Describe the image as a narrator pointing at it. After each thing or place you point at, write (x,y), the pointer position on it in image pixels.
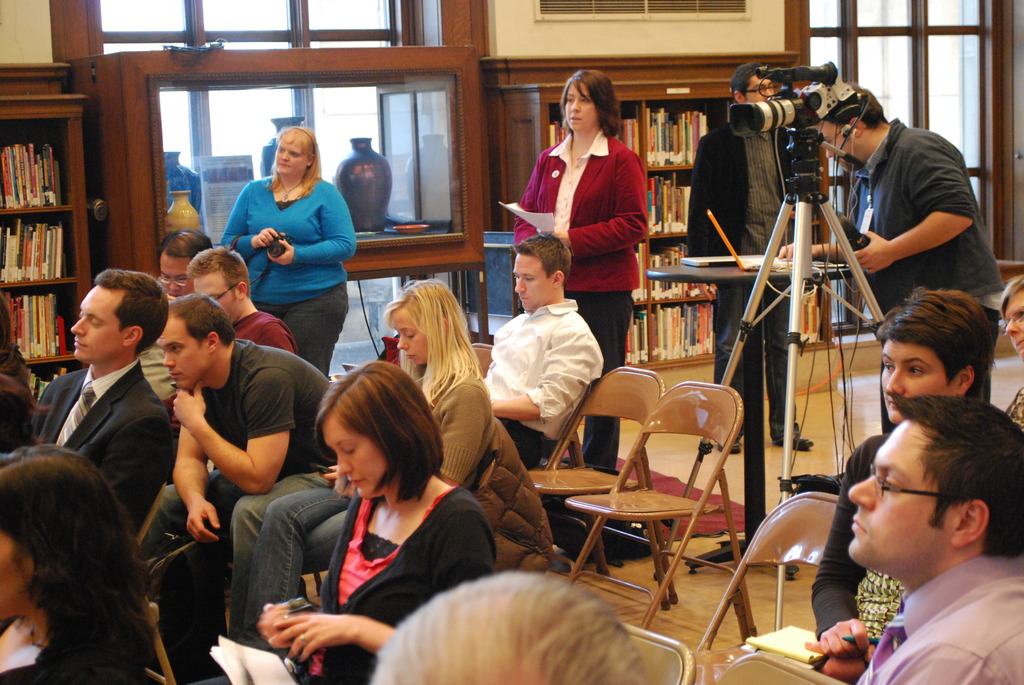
there are many people (399,369) in the room (92,241) some people (350,456) are sitting and some people (880,189) are standing, a person (822,249) is handling a video camera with a stand (804,270) and a laptop (719,261) which is on the table (732,272), there are many shelves (29,104) with a books (676,249) on it.
